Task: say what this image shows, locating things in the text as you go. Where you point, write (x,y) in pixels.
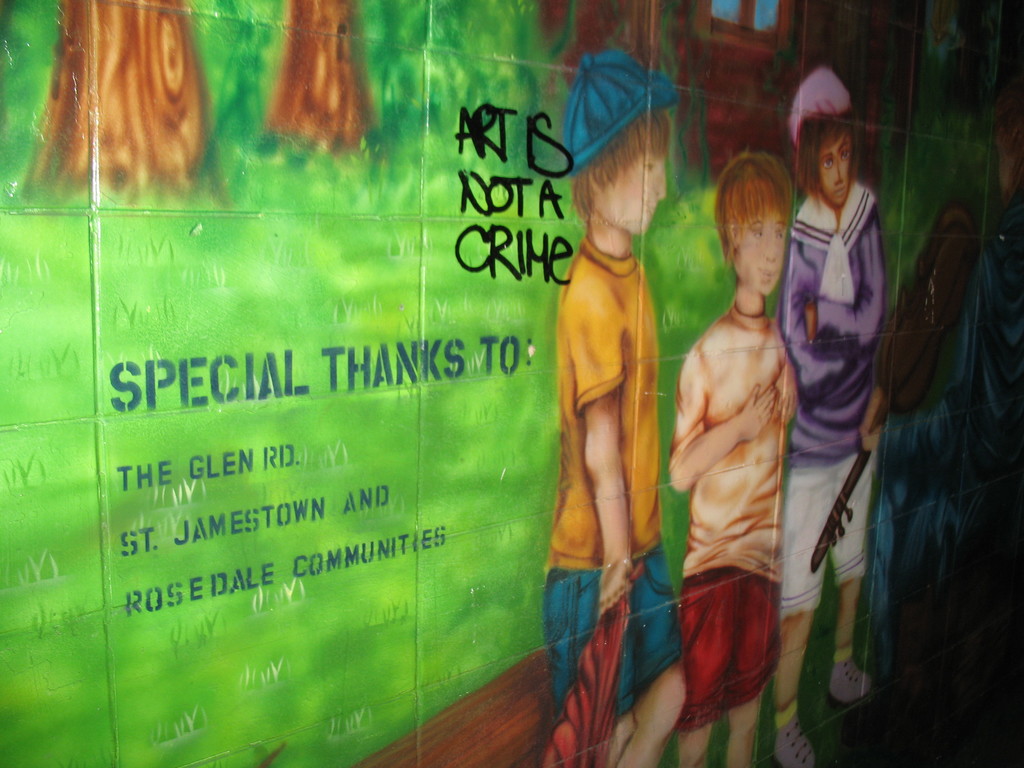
In this picture I can see there is a wall (751,360) and there are three boys (811,438) in the painting (729,454) and there are trees (334,131), there is also something written on it.
